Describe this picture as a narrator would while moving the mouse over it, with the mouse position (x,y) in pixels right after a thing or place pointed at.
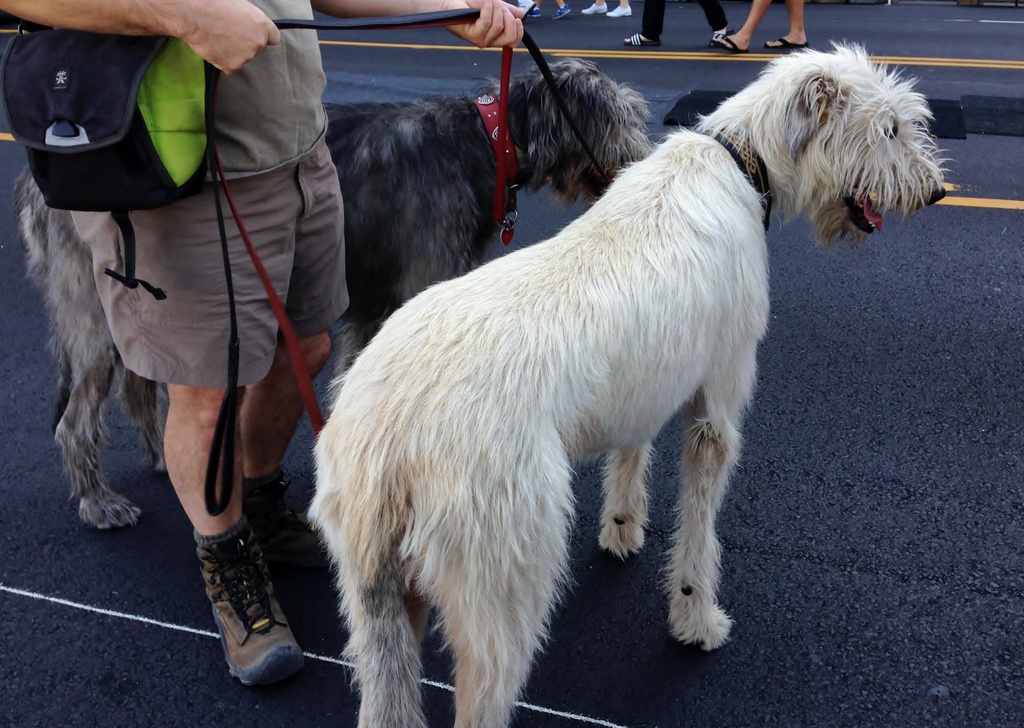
A person (191,280) is holding belts (208,93) which are tied to dogs (627,137). Top of the image (791,7) we can see people legs (789,21). To this person (232,20) there is a bag (137,115).
